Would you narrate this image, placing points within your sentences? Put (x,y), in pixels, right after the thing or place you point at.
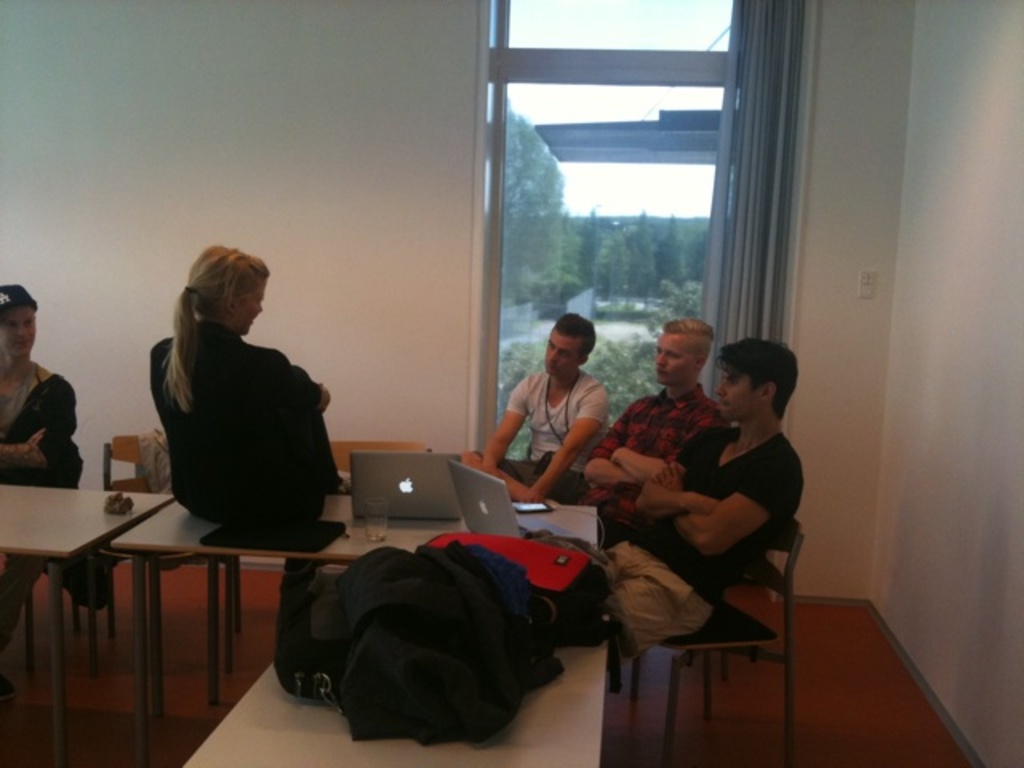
Here we can see a group of men (546,408) sitting on chairs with tables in front of them and there are laptops (369,471) present on the table (424,533) and we can see a woman (315,496) sitting on a table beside them there are bags (336,619) present on the table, behind them we can see a window (688,5) through which we can see trees (671,259) present.
